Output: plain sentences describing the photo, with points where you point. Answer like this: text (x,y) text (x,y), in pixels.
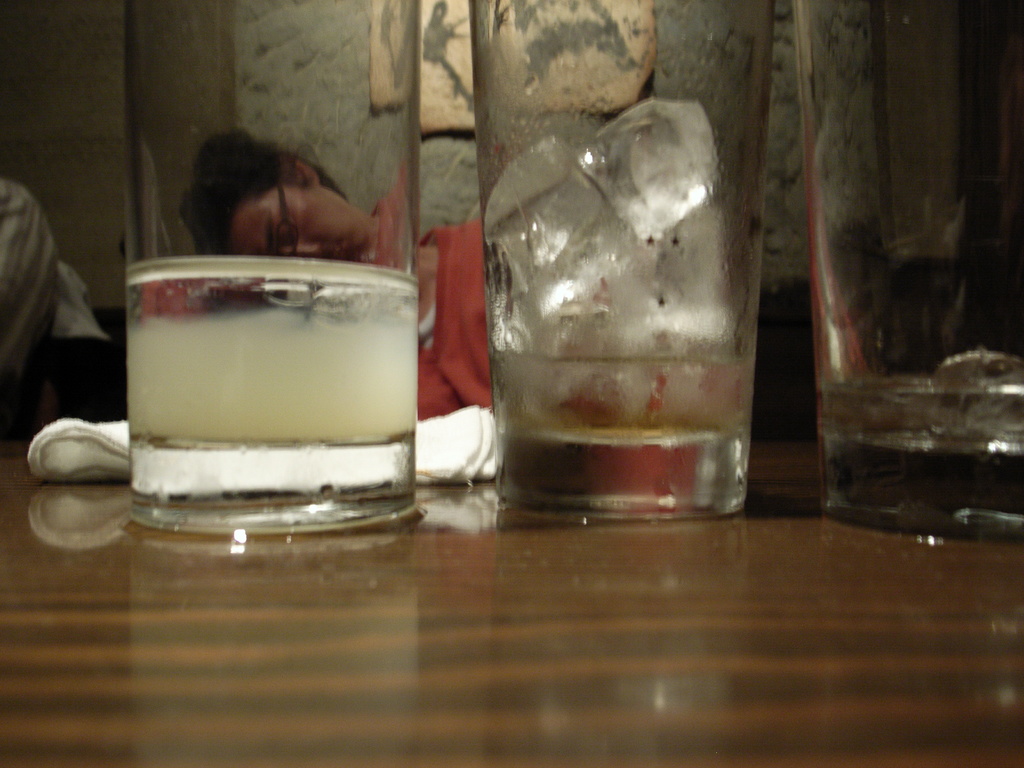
On the table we can see water glass (700,157), another glass (399,370), tissue papers (458,471) and other objects (914,388). In the back (462,235) there is a woman (312,166) who is wearing t-shirt (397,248). She is sleeping. On the top left corner (88,64) there is a wall (90,50). On the left (98,373) there is a man (11,197) who is sitting on the chair (58,392).
